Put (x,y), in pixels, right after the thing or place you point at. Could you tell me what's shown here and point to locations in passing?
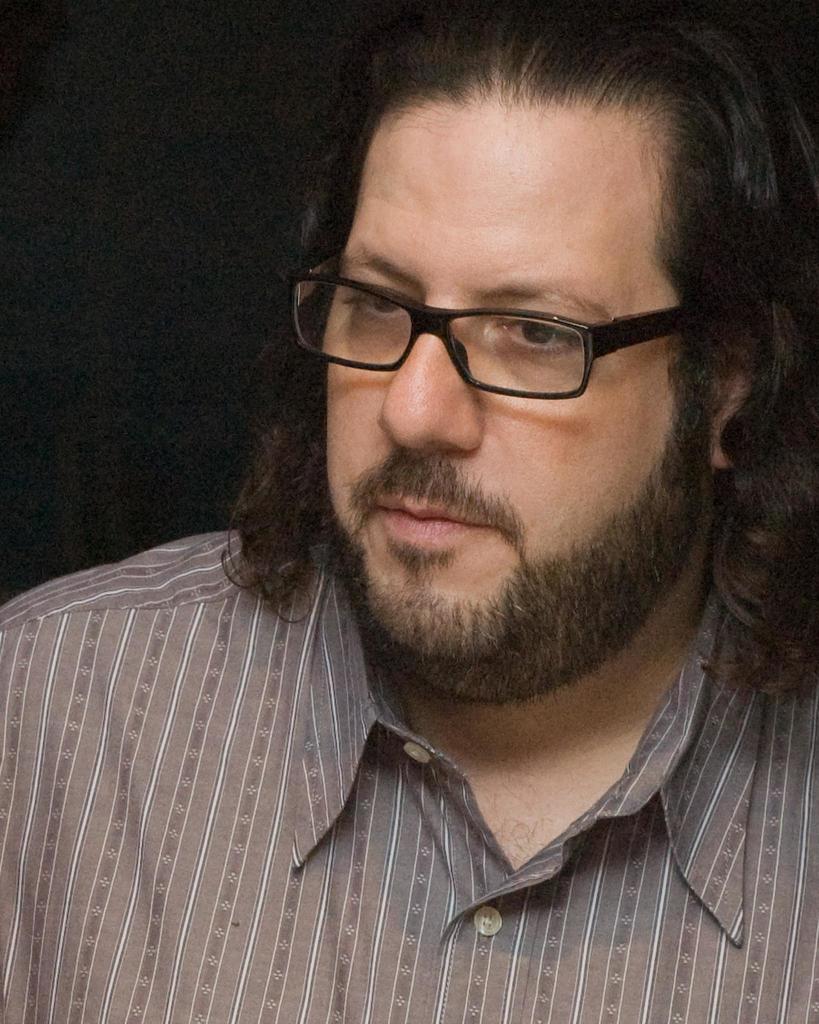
In this picture I can see a man (485,861) with spectacles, and there is dark background (54,54).
